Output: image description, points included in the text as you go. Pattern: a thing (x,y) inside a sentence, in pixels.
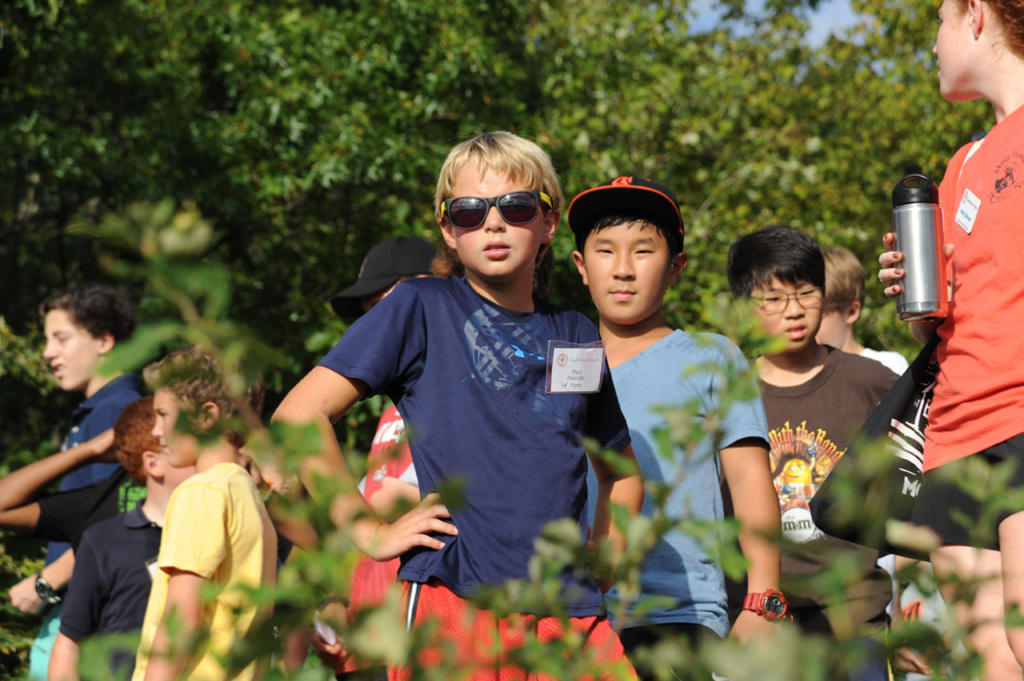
In this picture there is a small boy (541,364) wearing blue t-shirt (495,443) and black sunglasses (477,206) is standing in the front (487,479). Behind we can see some other boys (692,350) standing and looking around. In the background (781,202) there are some green trees (615,94).
